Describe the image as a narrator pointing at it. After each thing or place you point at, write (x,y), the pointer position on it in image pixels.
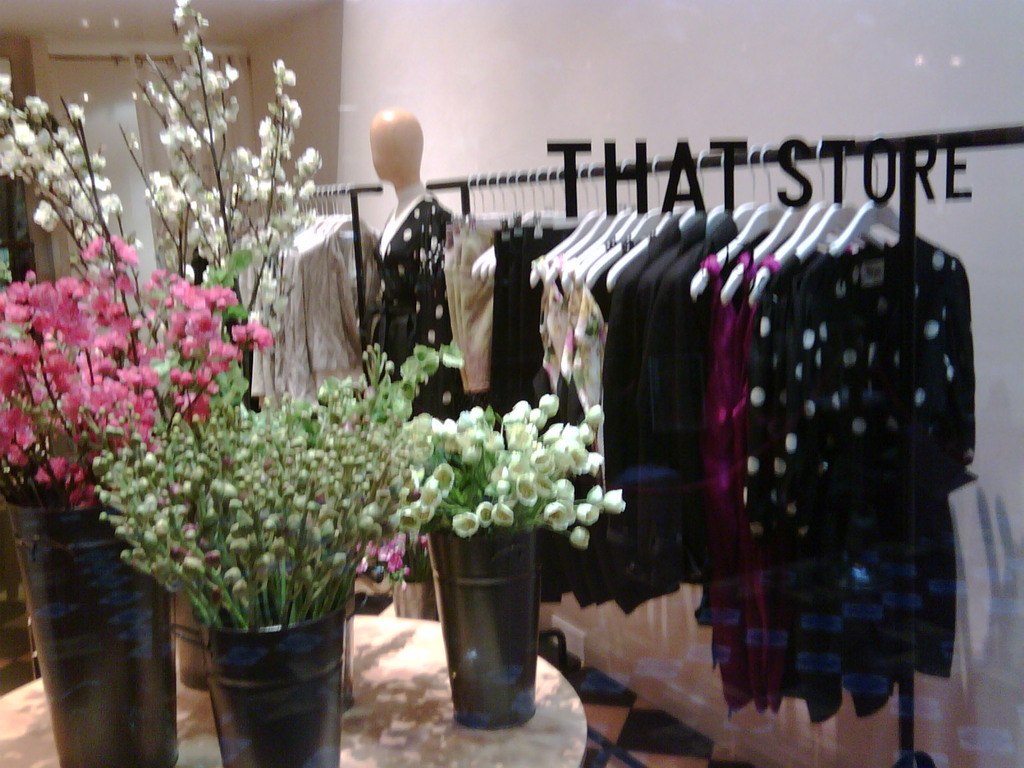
In this picture we see a clothing store (747,170) with many dresses (807,336) hanged for display. Here we see a white table (42,718) on which 4 flower pots (252,724) are present with different flowers (120,362).
